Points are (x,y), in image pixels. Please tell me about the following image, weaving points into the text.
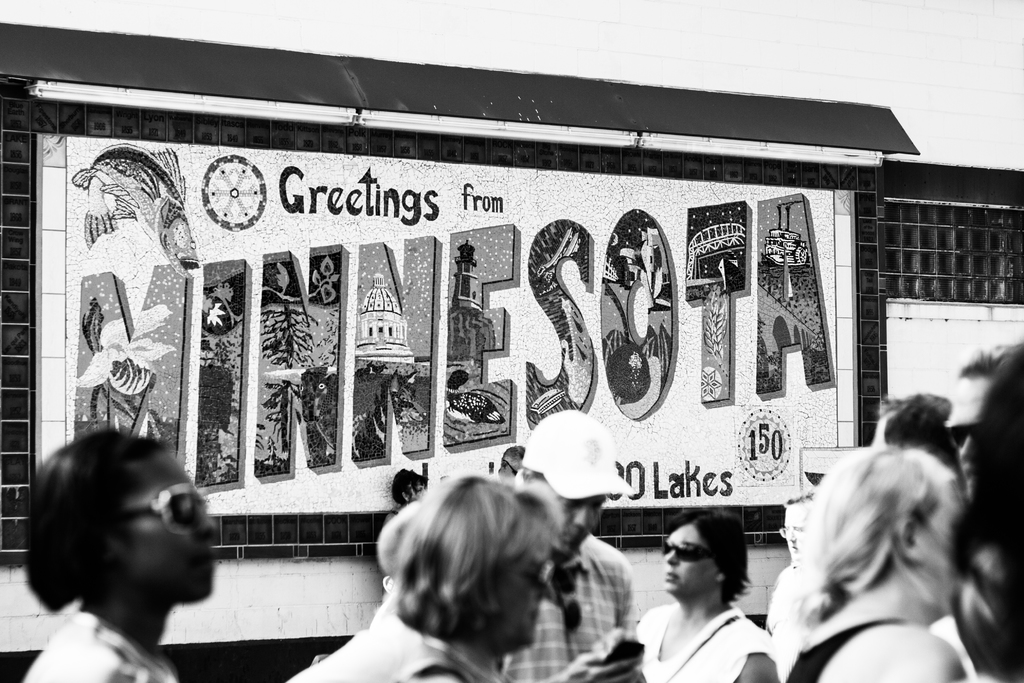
In this image I can see few people (805,538) standing. Back I can see a board (211,219) and something is written on it. The image is in black and white.
